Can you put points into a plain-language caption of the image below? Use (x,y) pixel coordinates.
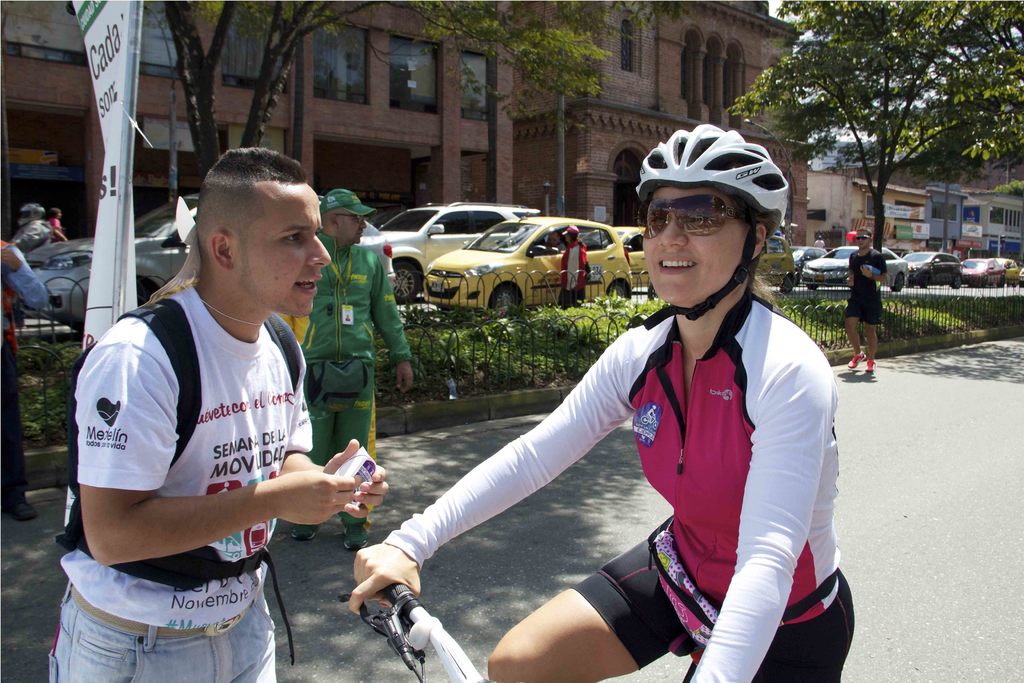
Here we can see a woman (756,291) riding the bicycle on the road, and in front (298,382) a person (299,368) is standing and holding something in the hands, and at back (902,89) here are the trees (844,121), and here are the cars (539,246) travelling on the road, and here is the building (387,112).
